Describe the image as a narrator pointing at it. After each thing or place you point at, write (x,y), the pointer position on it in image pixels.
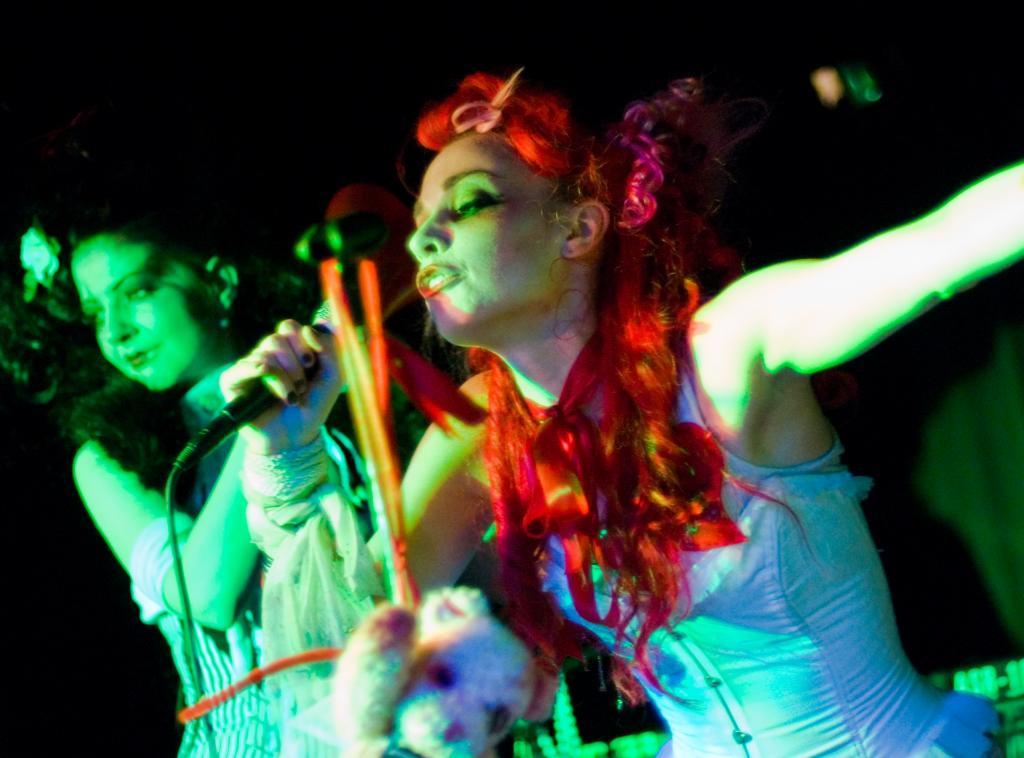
In this image there is a woman (524,483) holding a mike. Bottom of the image (444,714) there is a toy (438,659). Left side (168,365) there is a woman (157,281). Background (916,13) is blurry.
